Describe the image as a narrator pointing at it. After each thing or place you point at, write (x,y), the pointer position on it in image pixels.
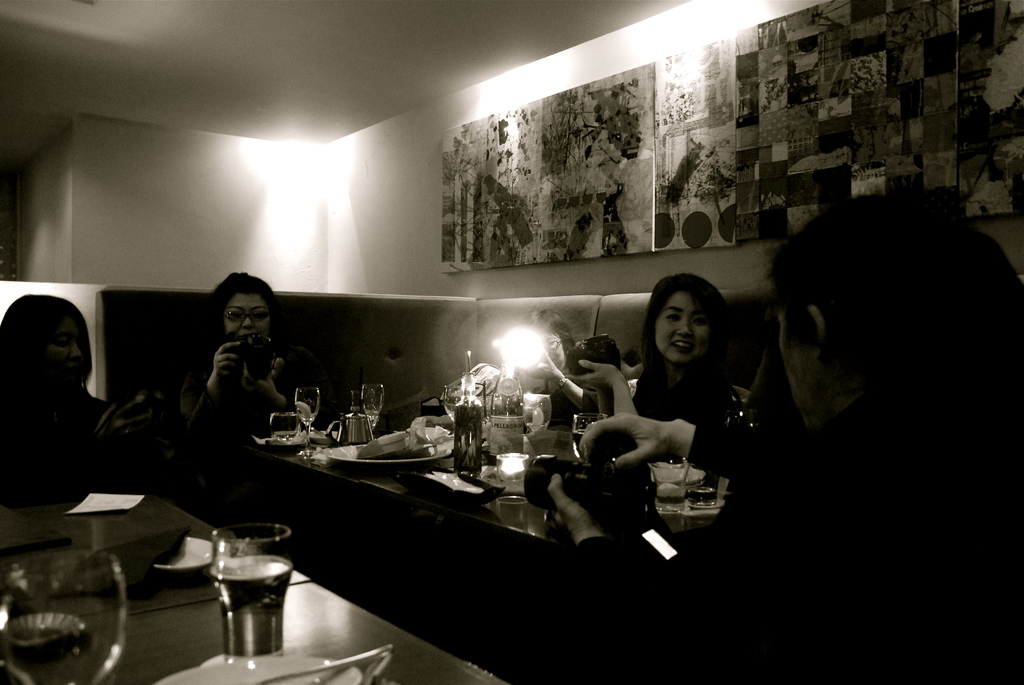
At the bottom of the image (252,601) on the tables (362,475) there are glasses (276,613), spoons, plates (458,482), bottles (455,414) and some other things (405,439). Behind the table (330,634) there are few people (838,402) sitting on the sofa (749,360) and holding cameras (591,342) in their hands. Behind them there are frames (938,106) on the wall (573,56) and also there are lights (546,79).
